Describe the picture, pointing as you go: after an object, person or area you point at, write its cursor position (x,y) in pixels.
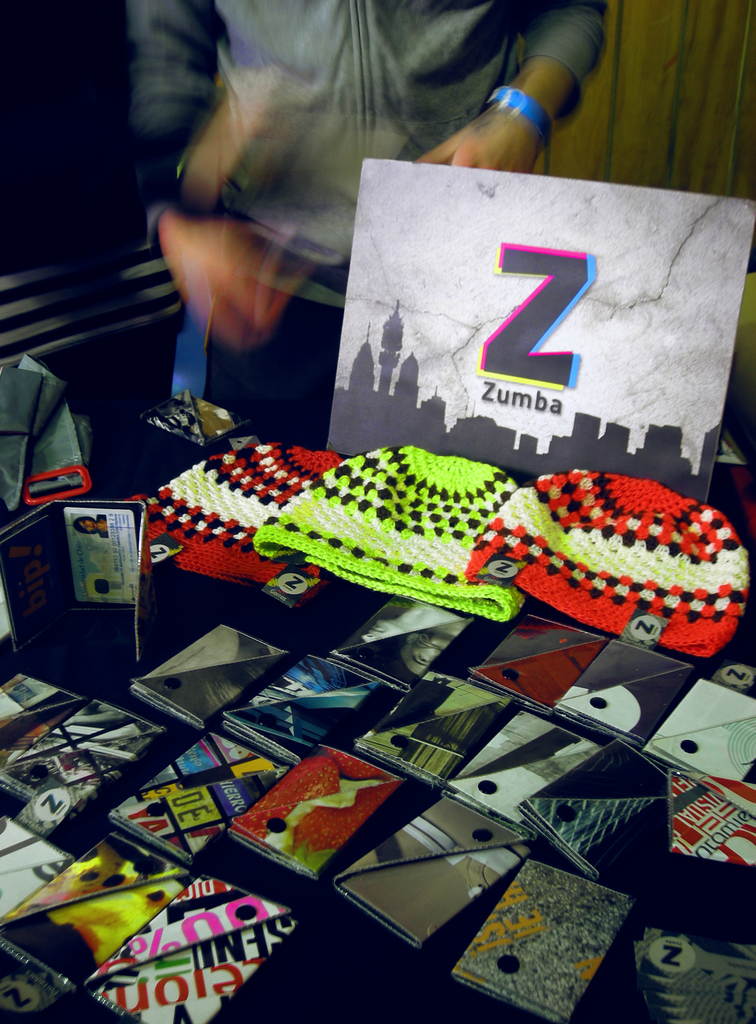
There are some wallets (441,641) and caps (436,558) kept on a surface (378,764) at the bottom of this image (455,693). There is one person (341,218) standing at the top of this image (323,232). There is a wooden wall (646,98) in the background (650,115).
